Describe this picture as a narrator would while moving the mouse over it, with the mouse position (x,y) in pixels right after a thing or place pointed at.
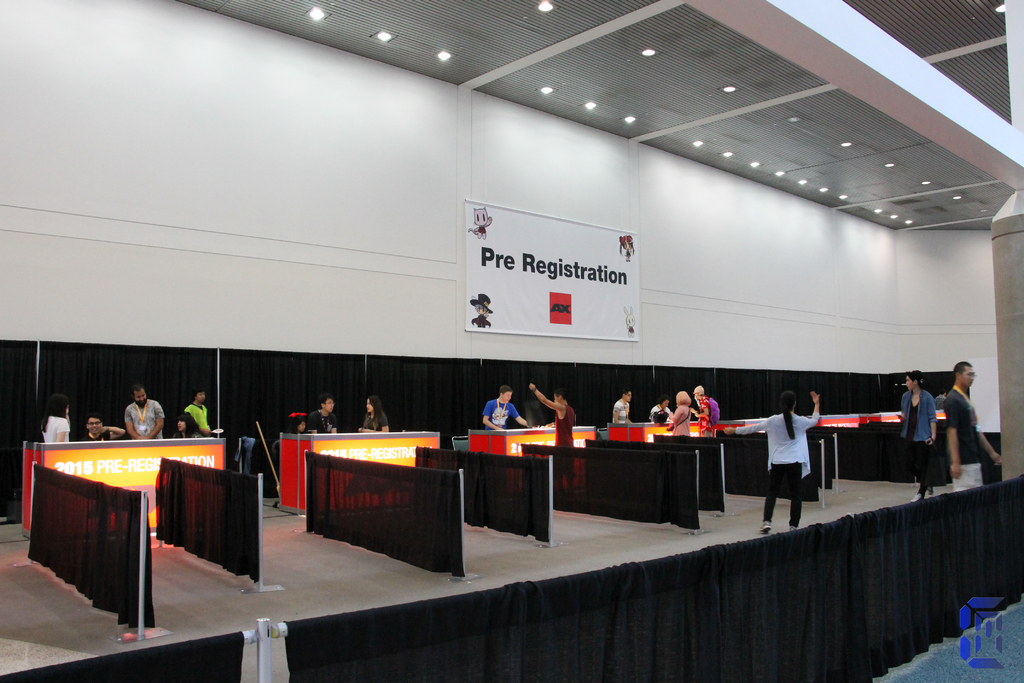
In the foreground (426,543) I can see curtains (805,567), poles (262,539), fence (209,515), boards (153,523) and a group of people (908,401) are standing on the floor (565,514). In the background (621,358) I can see a wall (665,358), board (605,335) and lights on a rooftop (824,185). This image is taken may be in a hall (1023,272).
